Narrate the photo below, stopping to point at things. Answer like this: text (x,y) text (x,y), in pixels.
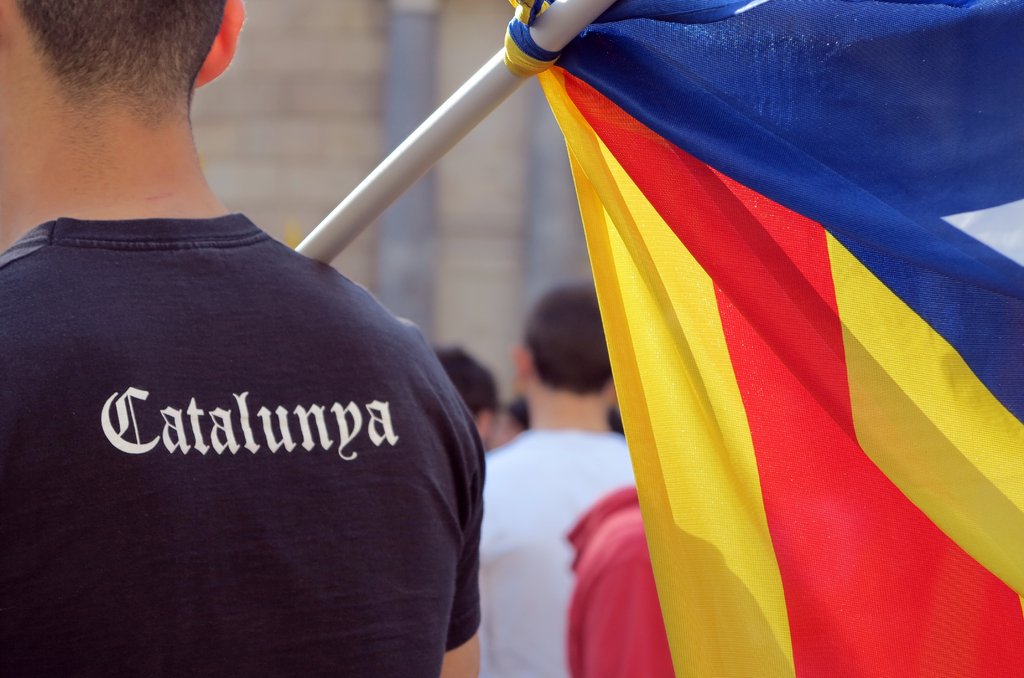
In the center of the image (375,402) there is a person (92,577) carrying a flag (672,195). In the background of the image (474,130) there is a building (365,92). There are pillars (416,20). There are people (533,641).
